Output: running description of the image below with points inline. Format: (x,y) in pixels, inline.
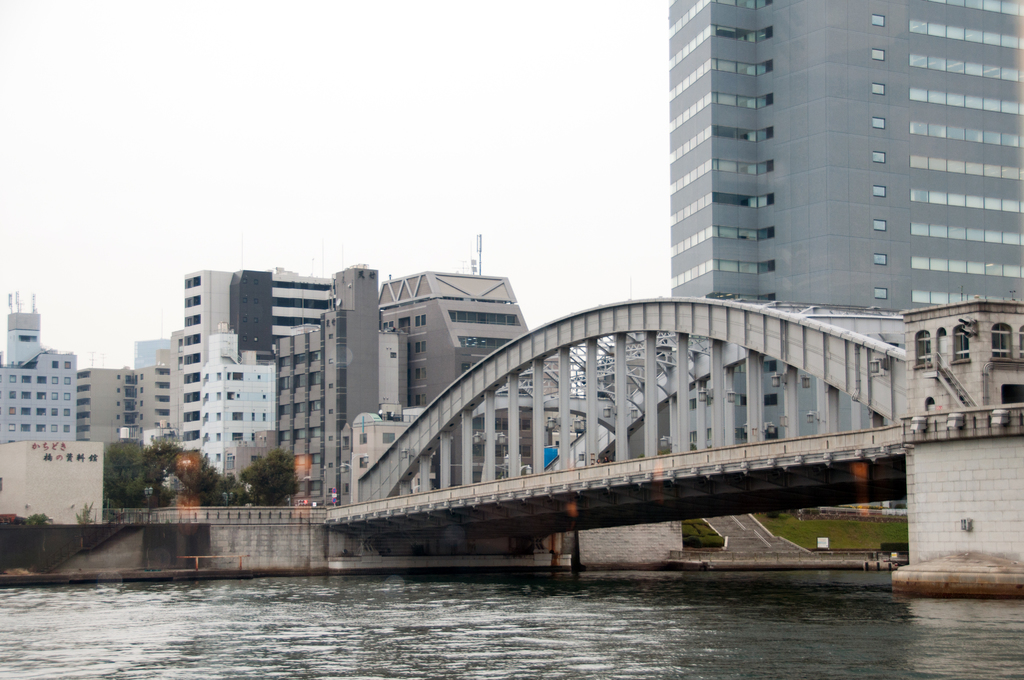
In the picture I can see a bridge (650,504) which has water (622,620) below it and there are few buildings (295,352) and trees (169,445) in the background (174,446).
